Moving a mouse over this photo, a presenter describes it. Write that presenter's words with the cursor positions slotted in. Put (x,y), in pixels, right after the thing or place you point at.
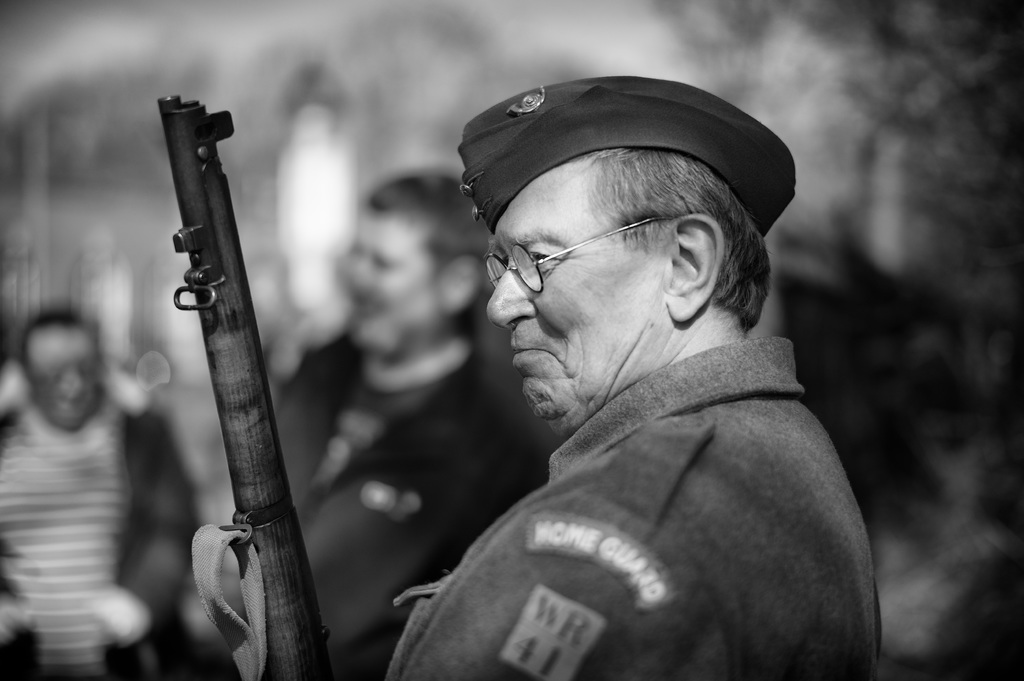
In this picture I can see there is a man (605,387) standing, he is wearing a cap (618,131) and holding a weapon (265,679) and there are a few people (310,441) standing in the backdrop (345,418) and the backdrop (452,418) is blurred.
